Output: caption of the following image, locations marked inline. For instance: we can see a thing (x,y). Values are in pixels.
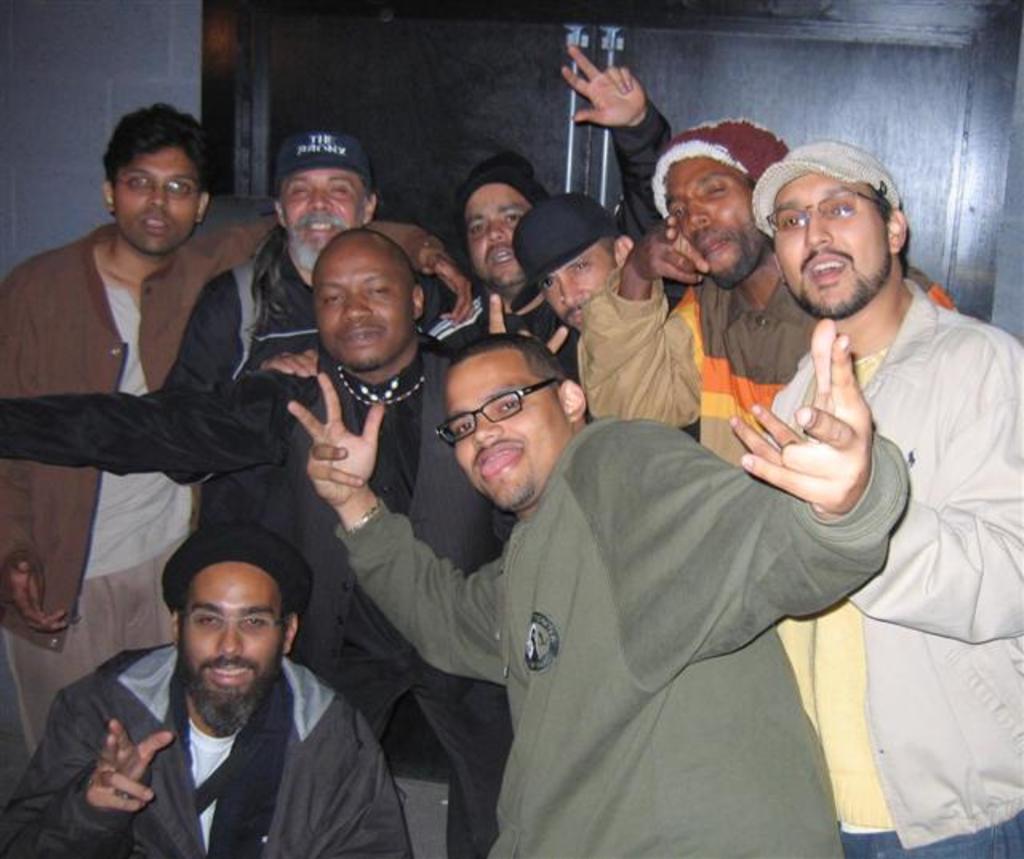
In this image I can see number of people (331,389) and I can see most of them are wearing jackets (700,414). I can also see few of them are wearing caps (572,256) and in the front (528,586) I can see he is wearing specs (514,402).
